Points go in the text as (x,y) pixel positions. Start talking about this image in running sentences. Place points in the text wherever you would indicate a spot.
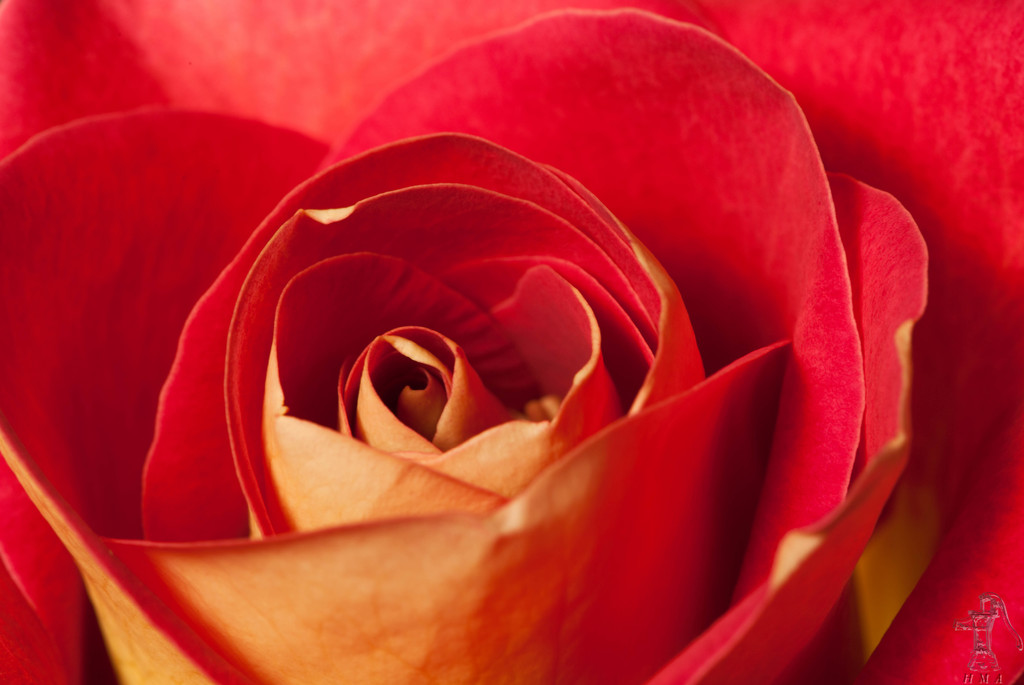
In this image there is one rose flower (477,558) which is red in color.
